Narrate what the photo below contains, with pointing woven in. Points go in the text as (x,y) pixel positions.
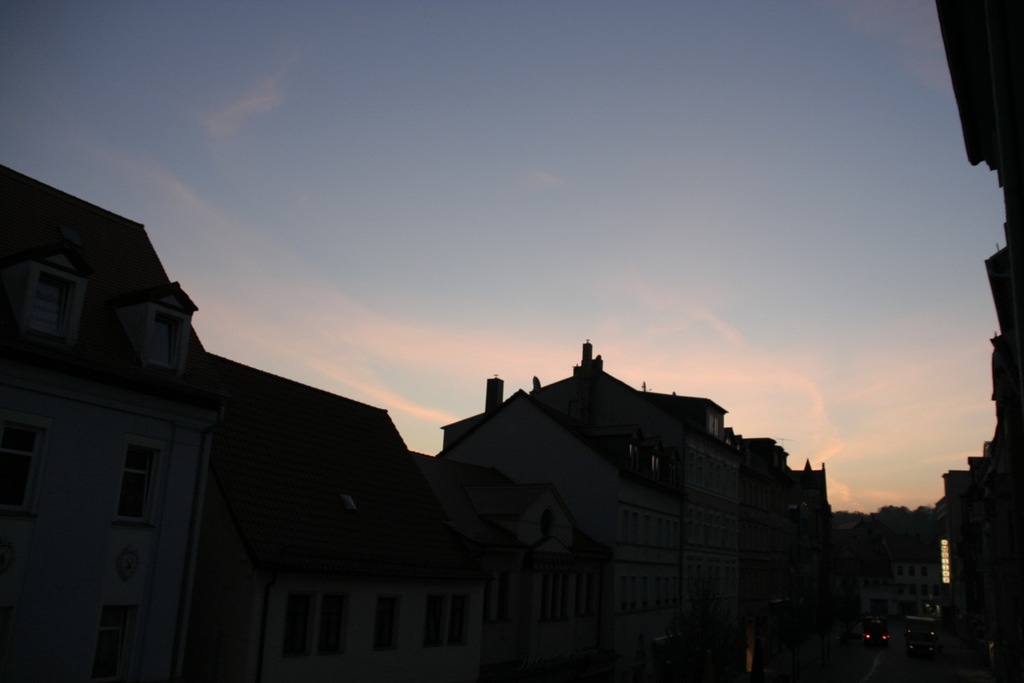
In this image we can see some buildings (561,574), road (898,638) on which there are some vehicles (868,623) moving and at the background of the image (668,236) there is clear sky (513,200).
